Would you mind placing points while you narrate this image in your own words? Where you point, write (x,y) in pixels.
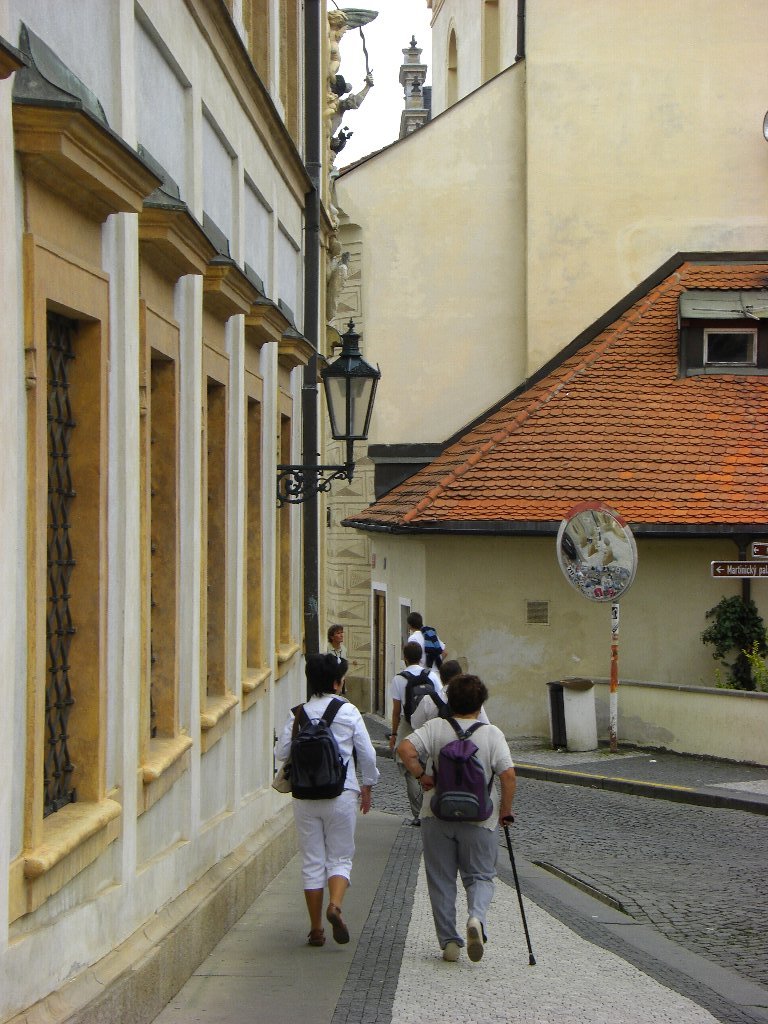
In this image we can see a group of people (425,705) carrying bags (456,808) are standing on the ground (478,972). One person (482,857) is holding a stick (510,854) in his hand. In the background (744,454), we can see a light pole (349,393), group of buildings (317,362) with windows (158,376) and the sky (387,140).
